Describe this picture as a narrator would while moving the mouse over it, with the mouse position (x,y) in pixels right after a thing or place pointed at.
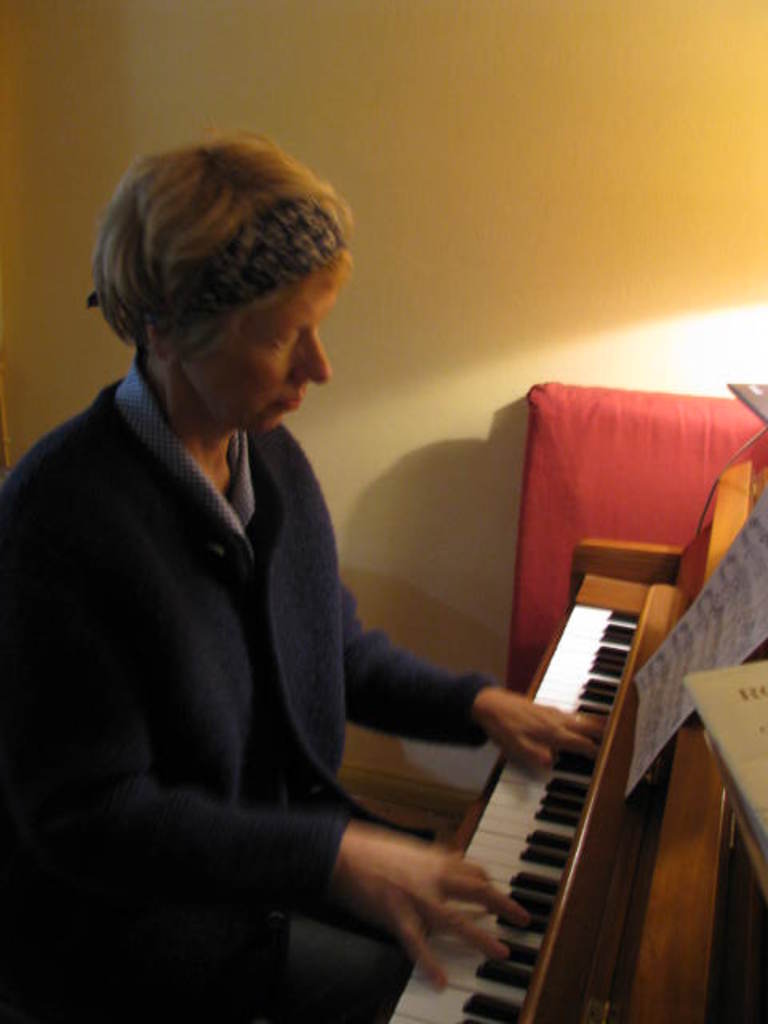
In this image there is a person (353,624) sitting and playing a piano (699,716), and a paper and the back ground (548,315) there is a wall (322,409).
